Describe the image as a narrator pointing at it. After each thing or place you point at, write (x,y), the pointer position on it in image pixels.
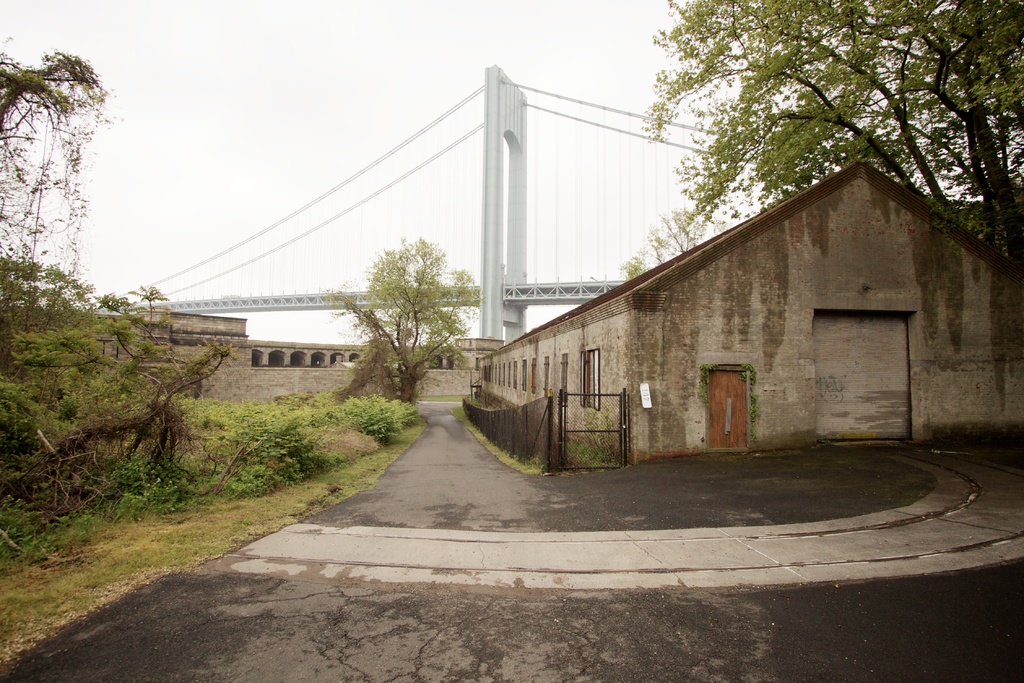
In this image on the left side (136,412) there are trees (144,407), plants (209,428) and there's grass (170,539) on the ground (167,526). On the right side (715,340) there is a shed (672,345) and there are trees (902,145). In the background (417,319) there is a tree (359,337), there is monument (333,350) and there is a bridge (485,243).
